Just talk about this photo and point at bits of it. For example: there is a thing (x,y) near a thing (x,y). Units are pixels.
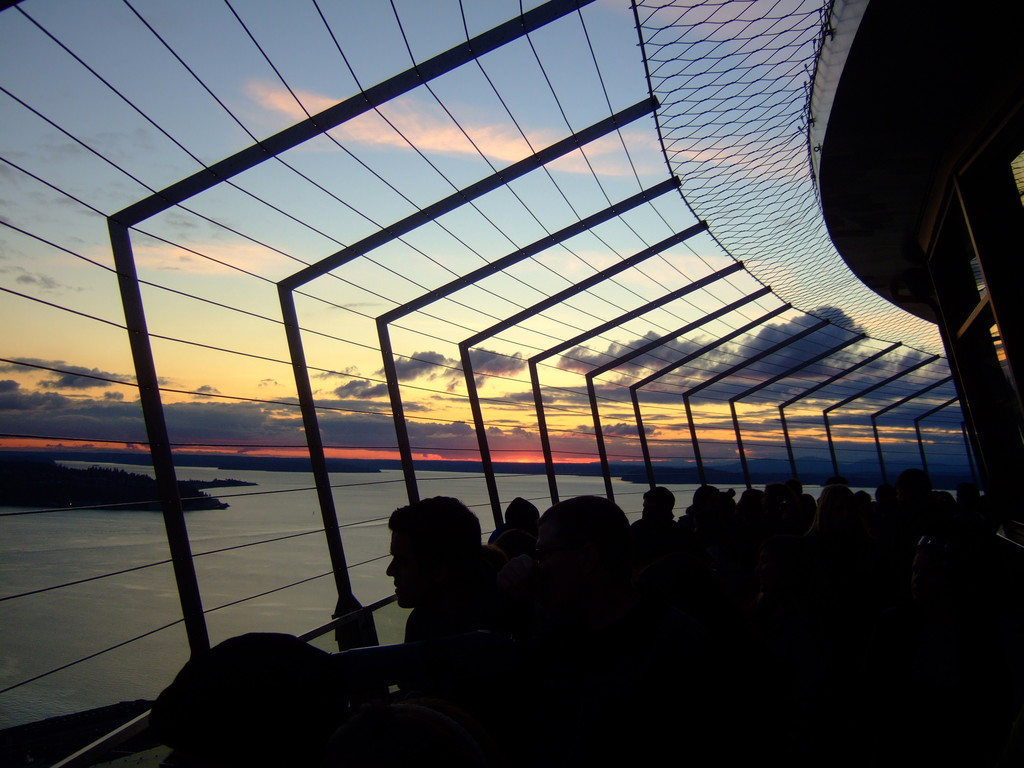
In this image there are few people (748,540) standing near a fence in the building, there are few trees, water (240,537) and some clouds (858,386) in the sky (74,427).
